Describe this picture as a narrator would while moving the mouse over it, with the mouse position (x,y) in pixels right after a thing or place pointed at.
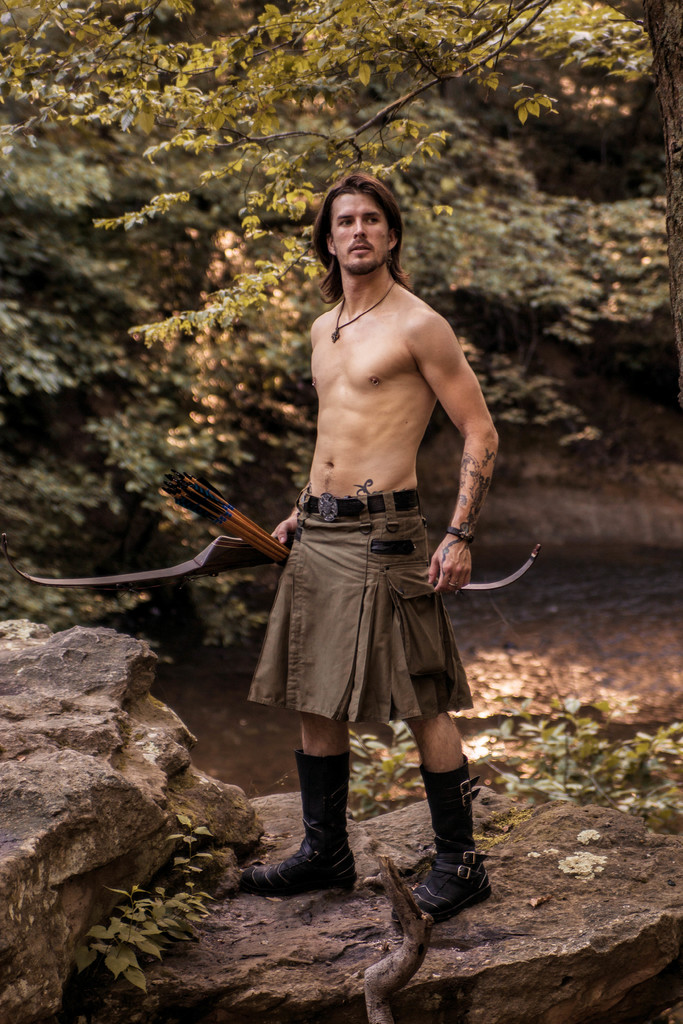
In this image, in the middle (367,648), we can see a man (392,617) standing on the rock (546,990), we can see some trees (602,238) and we can see water (160,661).
